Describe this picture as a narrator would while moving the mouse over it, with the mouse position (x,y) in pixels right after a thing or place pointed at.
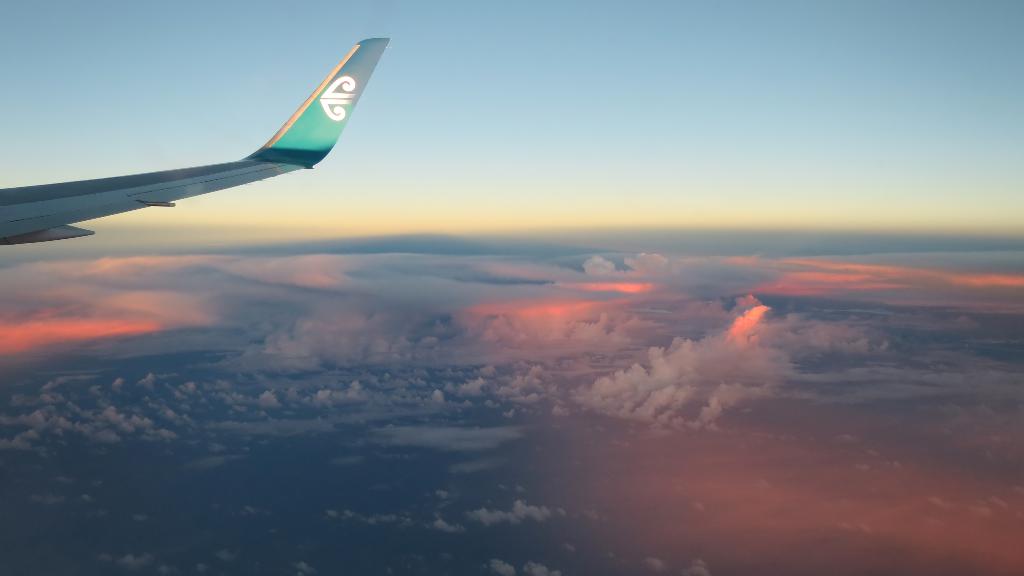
In this image we can see an aeroplane wing (166,196). In the background (818,201) there are clouds (587,293) and sky (549,151).
